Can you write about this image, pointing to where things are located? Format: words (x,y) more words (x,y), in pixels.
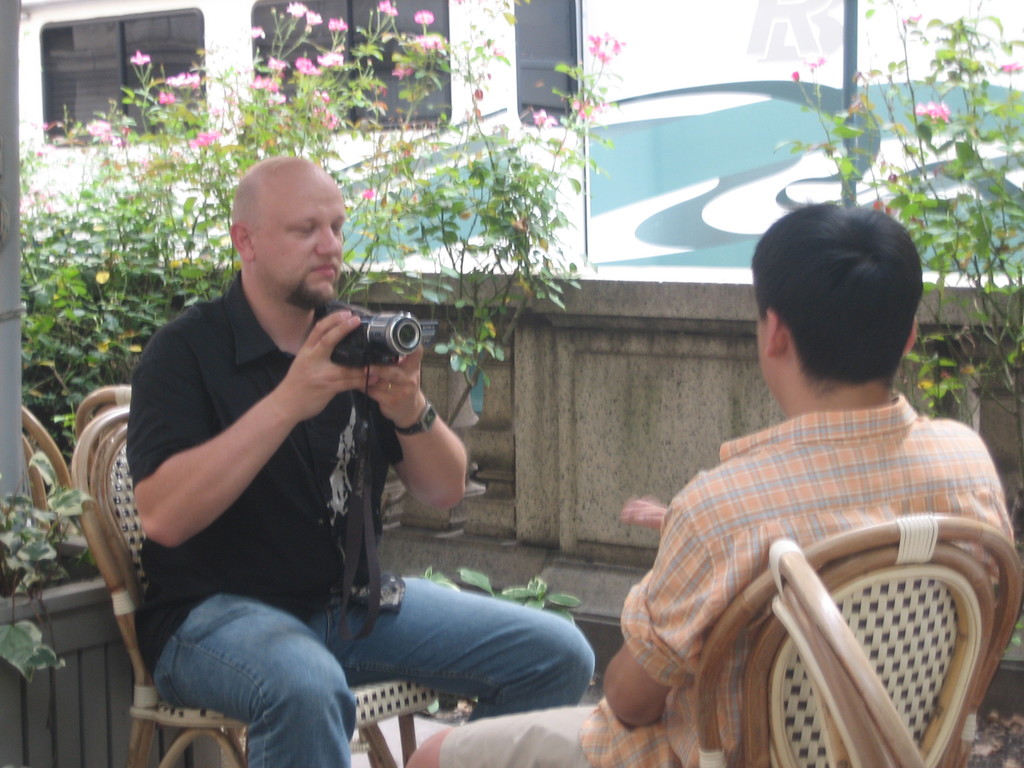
In this picture we can see two men (672,575) sitting on chairs (789,628), a man (249,563) on the left side (236,556) is holding a camera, in the background (149,210) there are some plants (122,213), we can see flowers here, there is a vehicle (652,76) here.
